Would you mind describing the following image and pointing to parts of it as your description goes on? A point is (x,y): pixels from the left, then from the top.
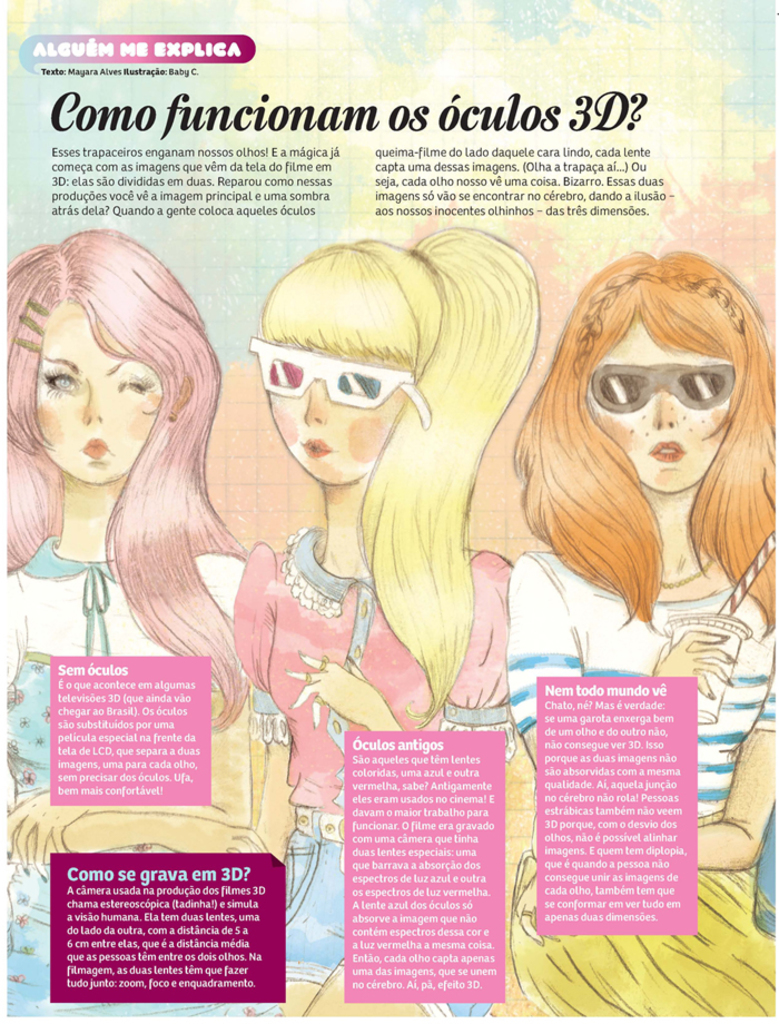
In this image we can see the picture of three girls (322,754) standing. In that a girl (654,655) is holding a glass (692,647) with a straw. We can also see some text (247,894) on this image.
